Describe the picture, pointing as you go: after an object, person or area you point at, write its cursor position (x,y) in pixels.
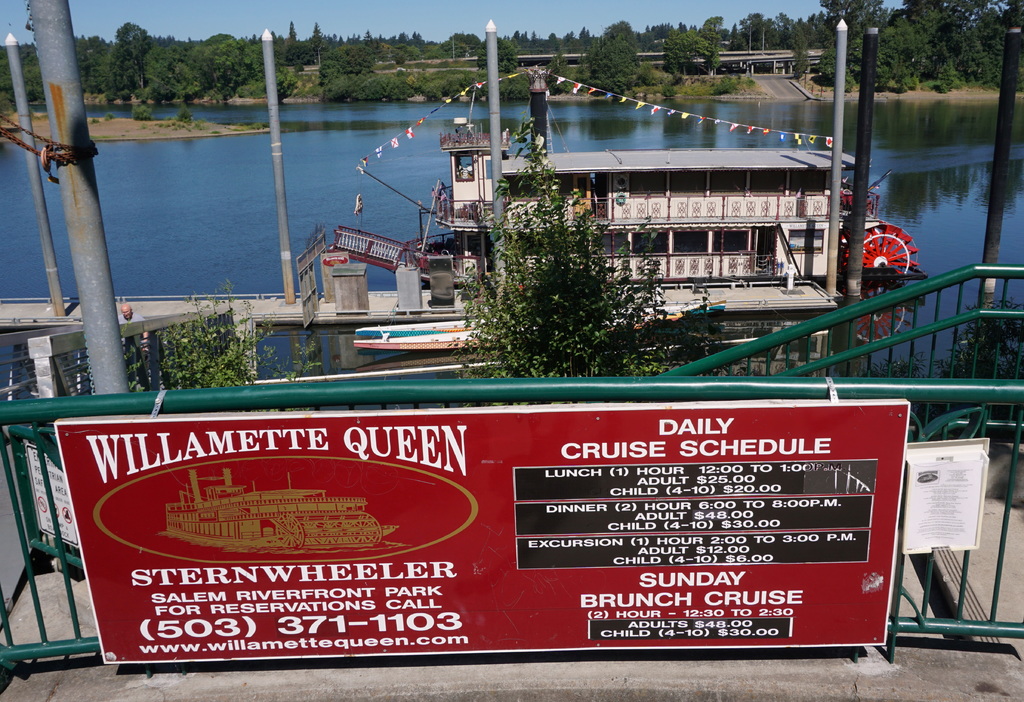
In this image in the center (452,416) there is a banner (480,498) which is red in colour and some text (237,574) is written on the banner (425,562) which is tied to the fence (446,391) which is green in colour. There are trees (195,339) in the center (558,336) and there are poles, there is a boat (607,217) and behind the boat (636,193) there is water (358,152). In the background (228,69) there are trees (664,44).
